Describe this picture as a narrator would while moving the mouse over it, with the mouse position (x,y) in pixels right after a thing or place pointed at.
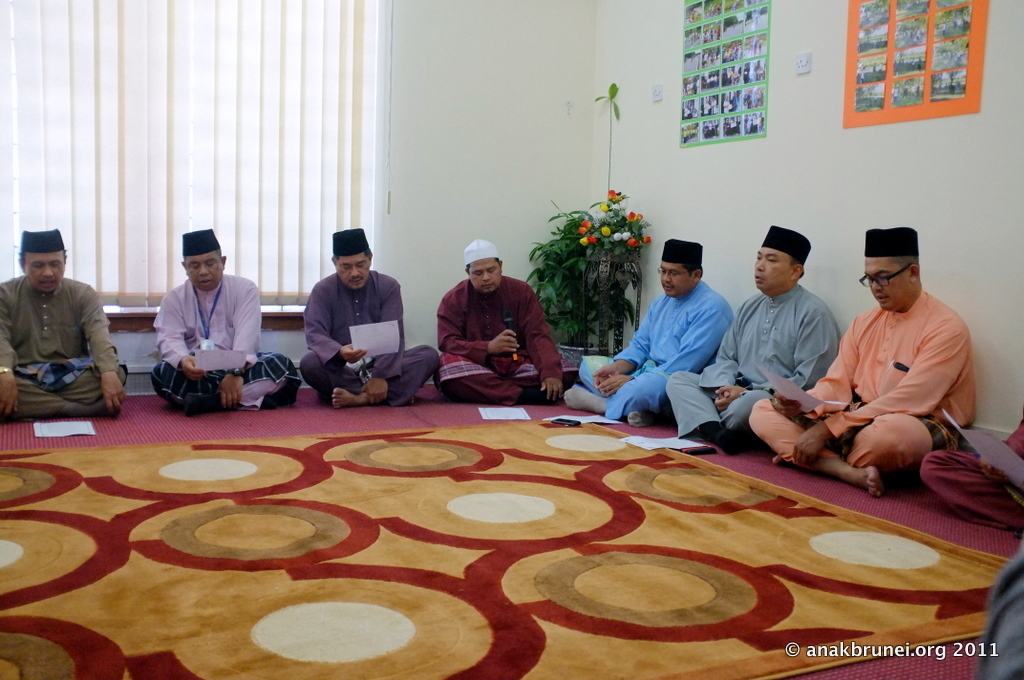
In this picture we can see some people (362,350) sitting here, some of these people (238,338) are holding papers (374,325), this man (528,356) is holding a microphone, in the background (517,151) there is a wall (510,138), we can see a plant (540,276) here, there is a curtain (183,151) here, on the right side (920,64) there are some photos (874,65) pasted on the wall (794,67), at the right bottom (992,652) there is some text (907,652).
